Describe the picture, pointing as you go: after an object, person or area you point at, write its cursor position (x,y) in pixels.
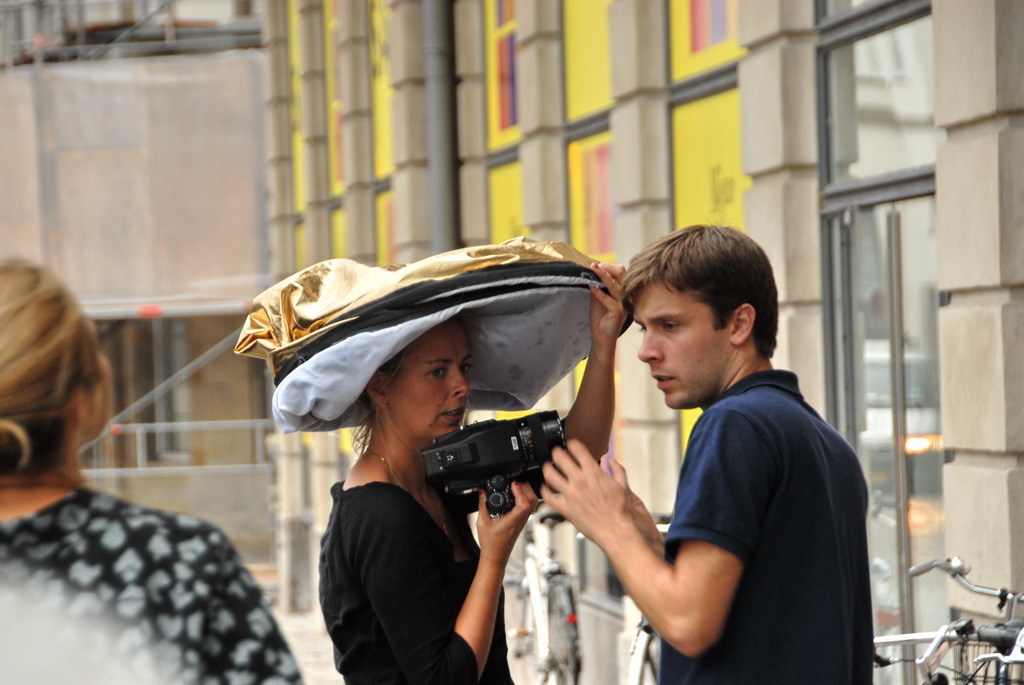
In this image i can see a man (737,297) and 2 women (37,526) standing, the woman (506,535) in the center (544,429) is holding some object (553,438) in her hand (485,506). In the background (511,411) i can see buildings (483,174).
